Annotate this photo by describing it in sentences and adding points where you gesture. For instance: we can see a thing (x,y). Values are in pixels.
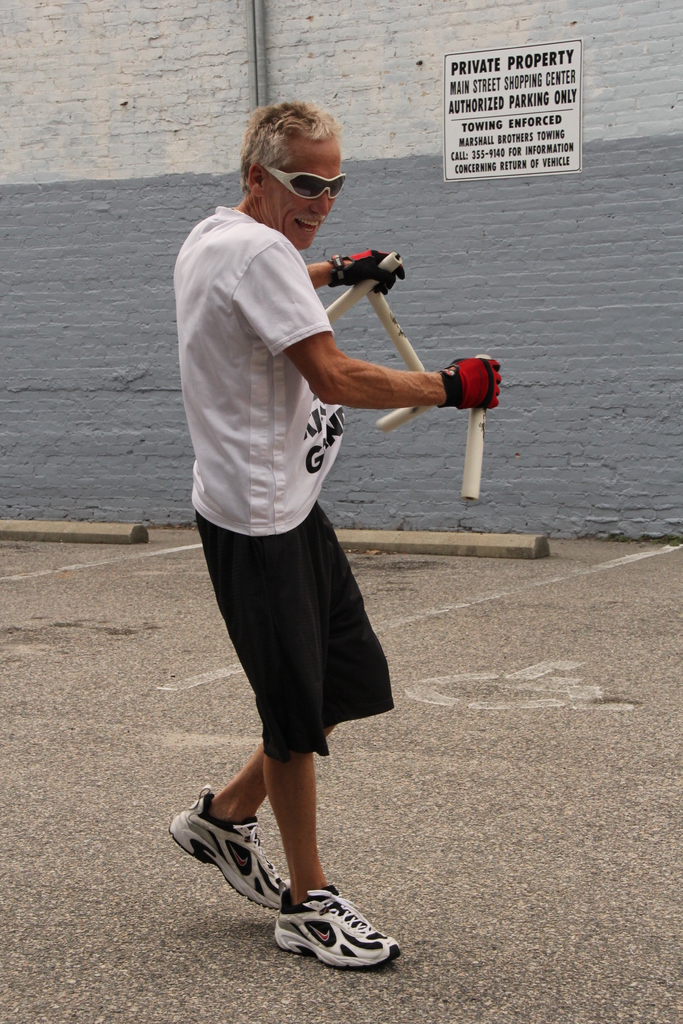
In the middle of this image (304,487), there is a person (230,223) in a white color T-shirt (237,345), holding sticks (485,357) with both hands (474,376) and on the road (377,985). In the background (453,77), there is a poster (458,69) pasted on the wall (371,80), which is painted with gray and white color. On this wall (306,53), there is a pipe (253,74) attached. Beside this wall (602,523), there are two curb stops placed on the road (554,562).
